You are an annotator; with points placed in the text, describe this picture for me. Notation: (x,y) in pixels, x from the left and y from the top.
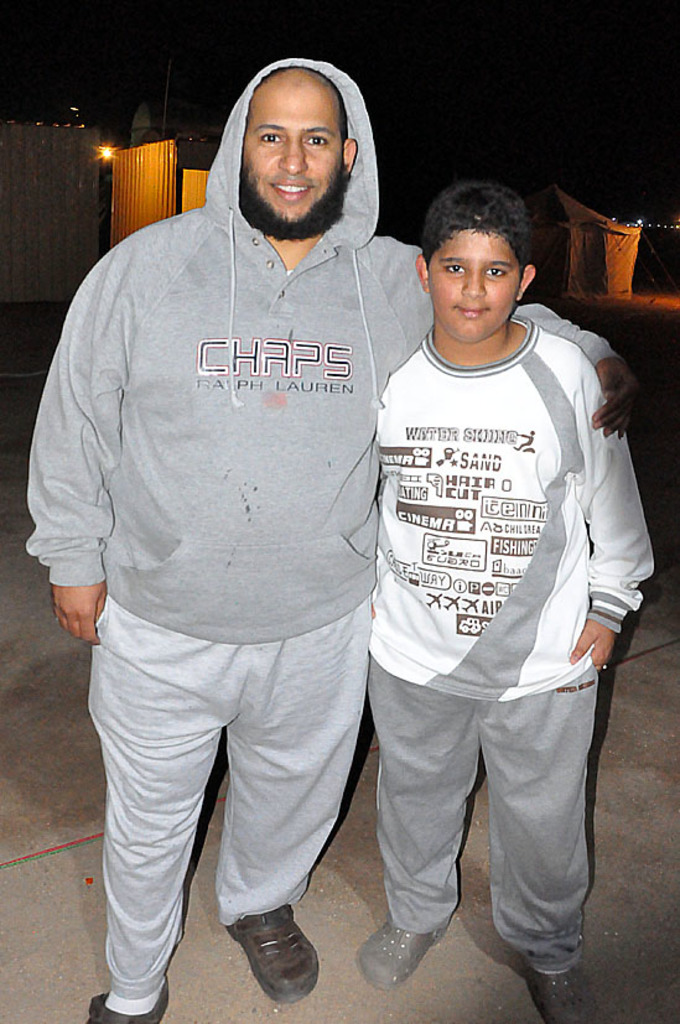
In the foreground of the picture (326,557) there are two person (319,573) standing. In the background (114,145) there are buildings (55,177), lights (107,155) and other objects (556,210).
